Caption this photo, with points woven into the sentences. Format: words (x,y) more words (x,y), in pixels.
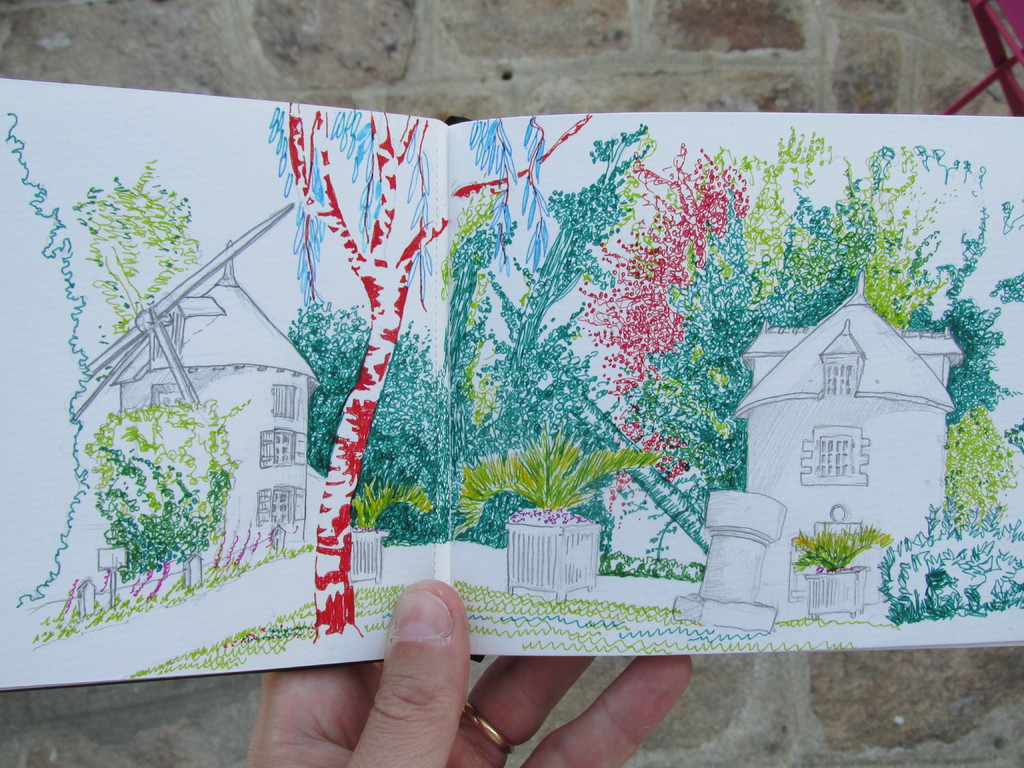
In this image, we can see a hand (534,755) holding a book (293,444) contains an art (711,520). In the background of the image (762,703), we can see a wall (456,85).
